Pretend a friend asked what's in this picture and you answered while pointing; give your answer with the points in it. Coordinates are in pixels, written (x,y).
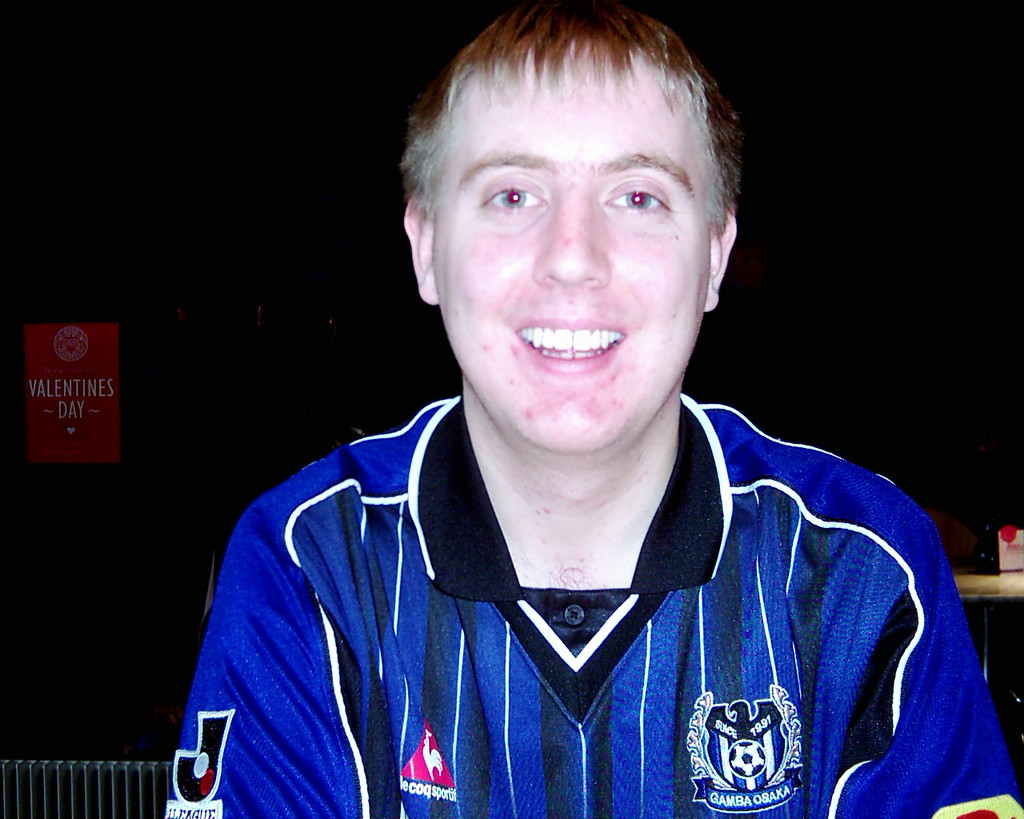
In this picture I can see there is a person (652,48) sitting, smiling and he is wearing a blue color jersey (451,765) and the backdrop of the image (17,485) is dark, there is a red color poster (55,400) at left side (78,433).
